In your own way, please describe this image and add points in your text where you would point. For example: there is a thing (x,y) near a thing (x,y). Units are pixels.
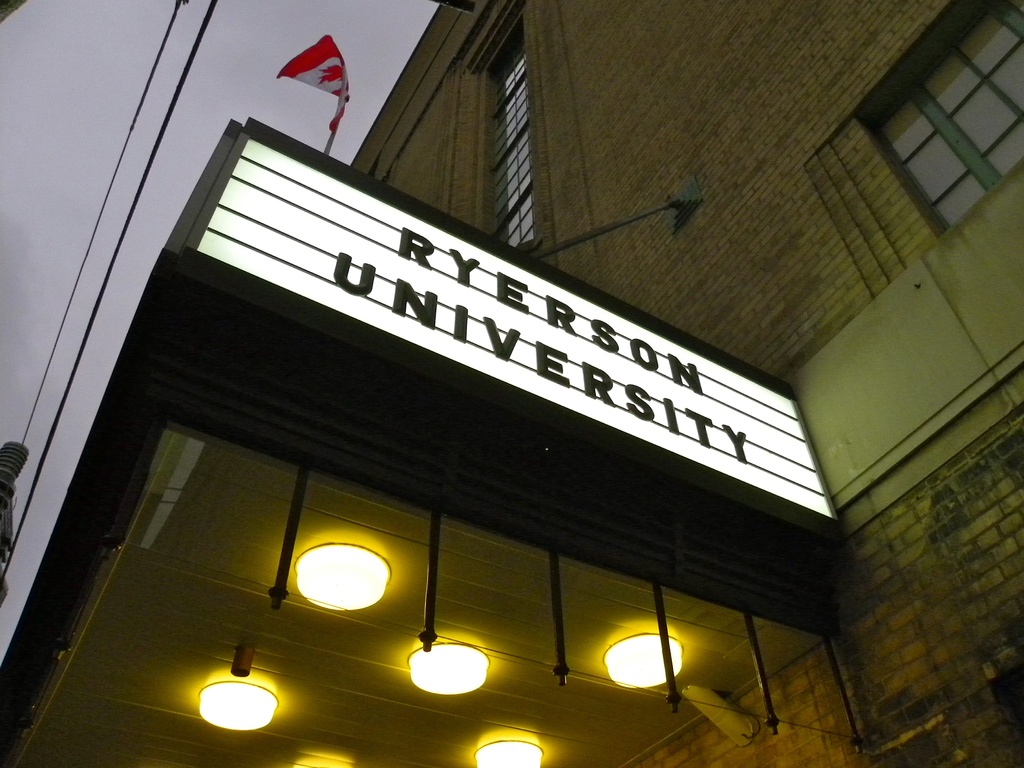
In this image there is a building (869,410) and at the bottom of the image (244,706) there are some lights (616,677), and in the center (397,313) there is a board (443,329) and flag (333,78) and also there are two windows (935,141). On the left side (78,359) there are some wires (80,345), and at the top of the image (231,82) there is sky (87,161).
